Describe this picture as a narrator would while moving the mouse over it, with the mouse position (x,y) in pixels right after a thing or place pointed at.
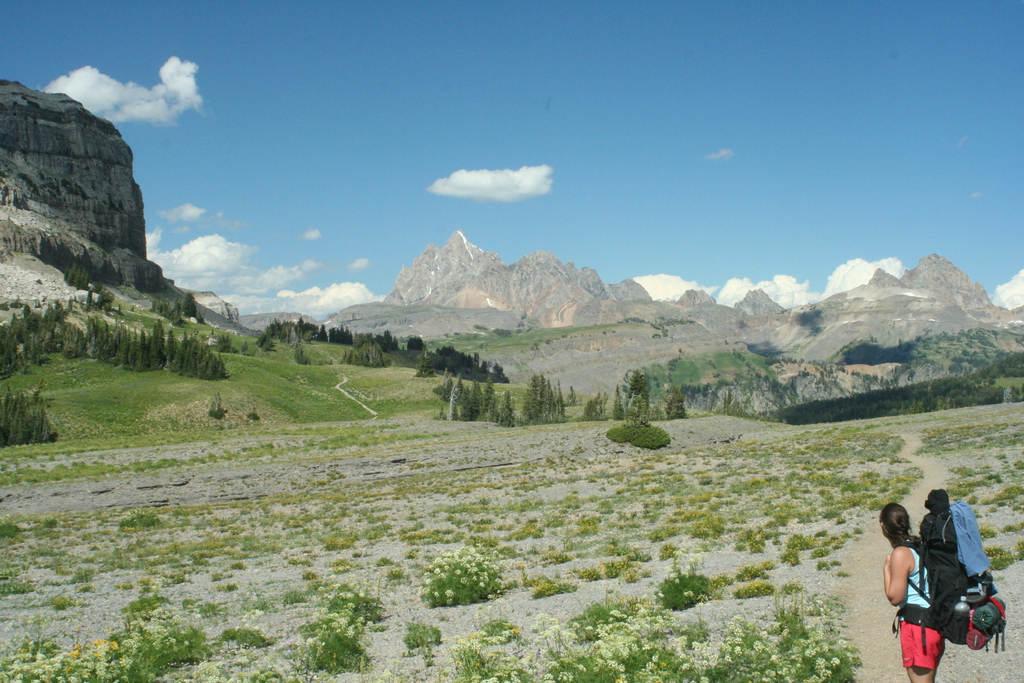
There is a woman (904,586) standing and carrying a bag (944,610). We can see plants (335,653) and flowers (308,644). In the background (674,386) we can see trees (599,413), hills (442,283), grass (288,383) and sky (332,275) with clouds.
